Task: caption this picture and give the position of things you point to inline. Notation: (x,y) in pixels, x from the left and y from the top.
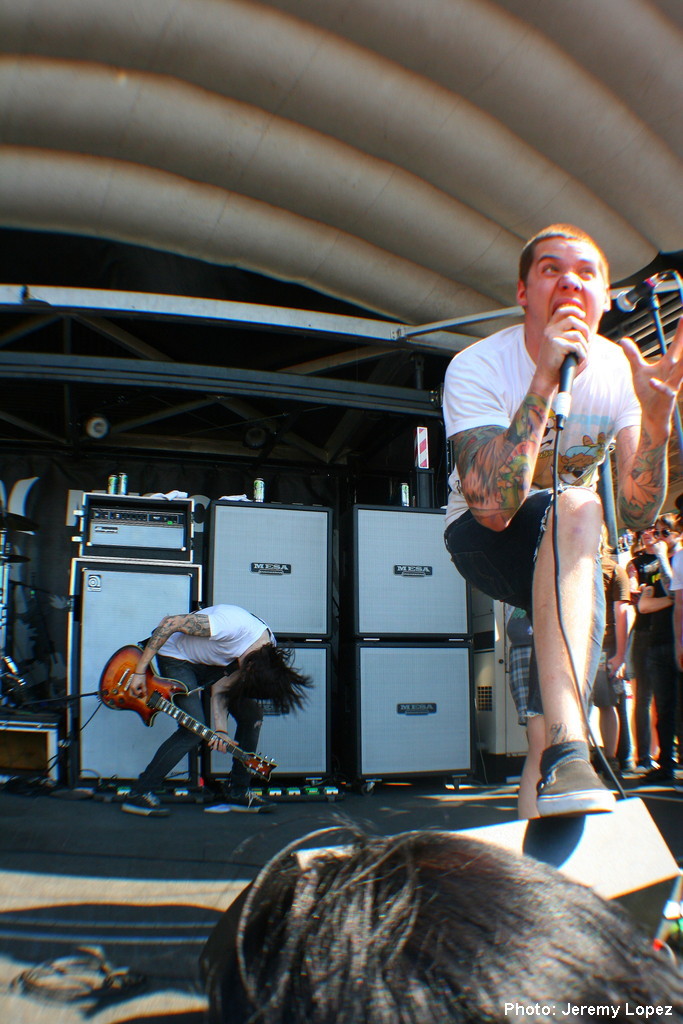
In this image there are some people (454,552) are there on stage (308,823) and some persons (514,568) they are singing the song and playing the guitar (205,725) behind the people (531,669) there are so many instruments (288,514) are there and background (204,466) is very sunny.
